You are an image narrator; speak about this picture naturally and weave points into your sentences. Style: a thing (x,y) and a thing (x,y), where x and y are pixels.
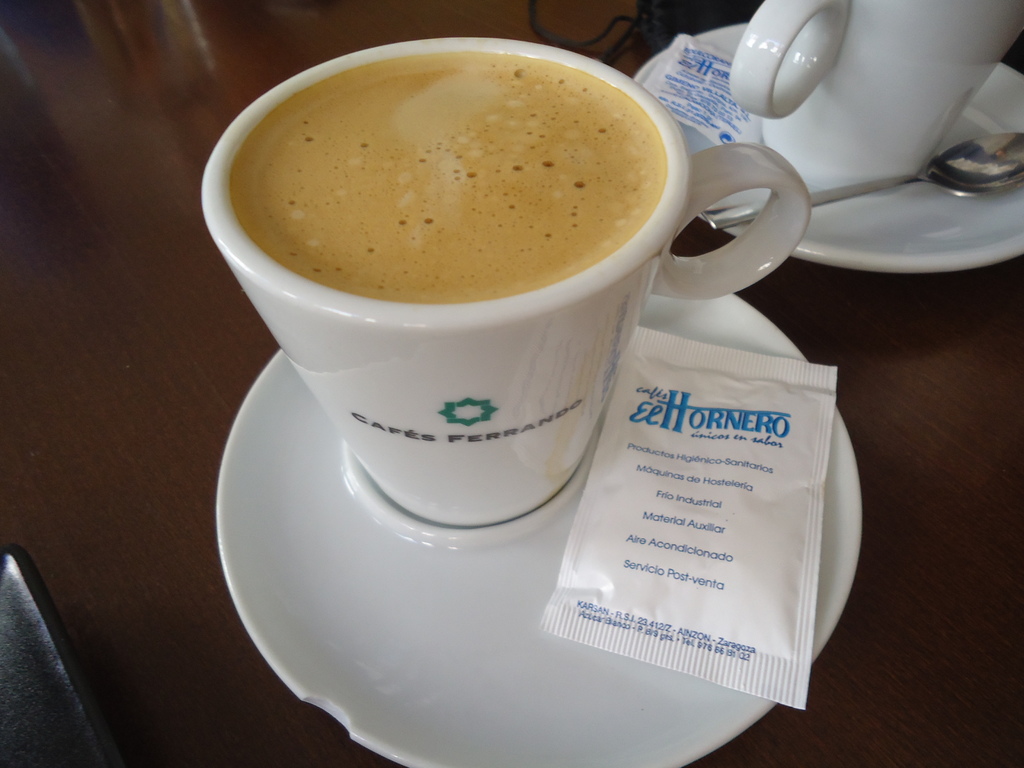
Here we can see cups (967,26), saucers (599,730), spoon (1007,178), and packets (687,452) on a wooden platform (90,399).
